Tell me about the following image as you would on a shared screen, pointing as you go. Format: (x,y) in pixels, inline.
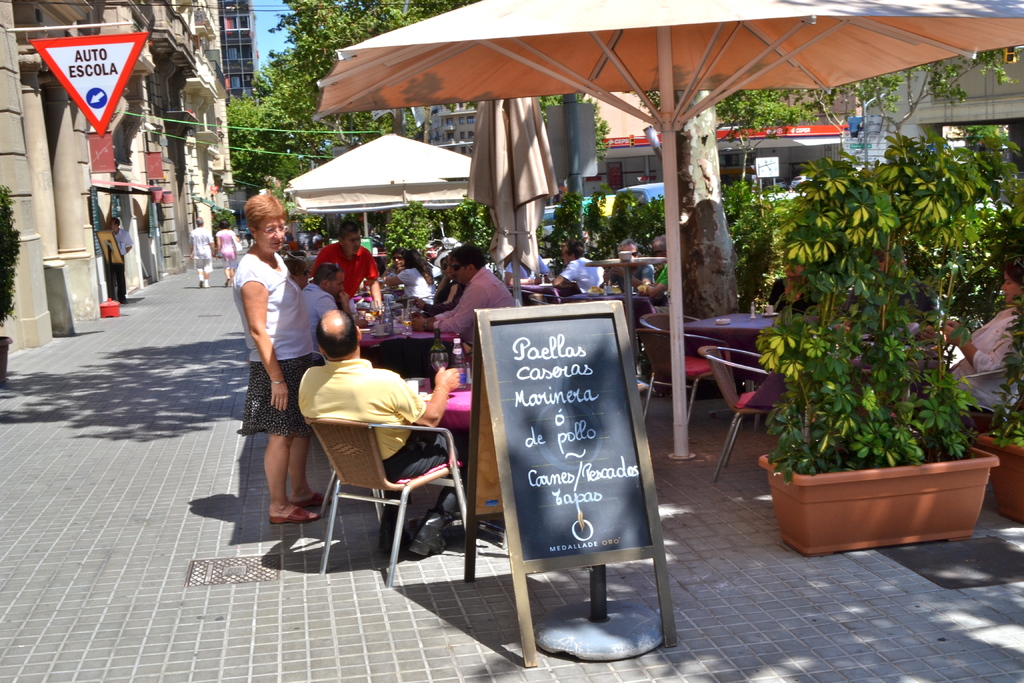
A picture of a street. This are trees (316,146). This are buildings (204,47). Few persons (320,343) are sitting and few persons (274,220) are standing. This are plants (912,312). There are tents (338,184). Front there is a blackboard (541,496). On a table (405,315) there are bottles (453,352), glasses (439,358). Sky (265,20) is in blue color.
